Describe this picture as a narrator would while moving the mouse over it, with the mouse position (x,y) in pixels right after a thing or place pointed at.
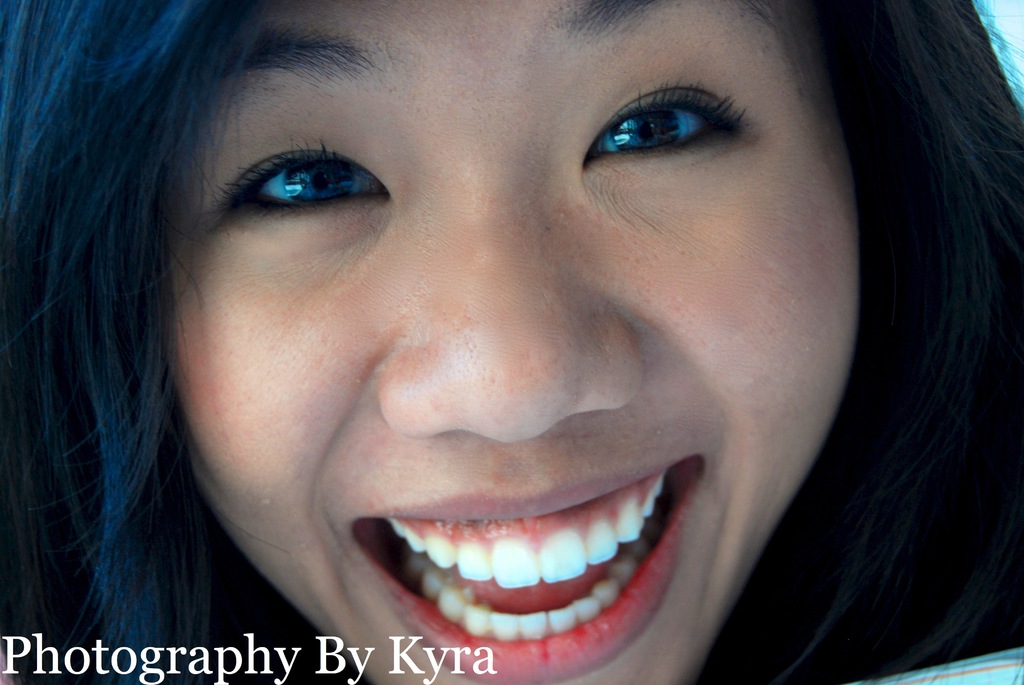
This is the face (638,672) of a person (315,373). She is smiling.
